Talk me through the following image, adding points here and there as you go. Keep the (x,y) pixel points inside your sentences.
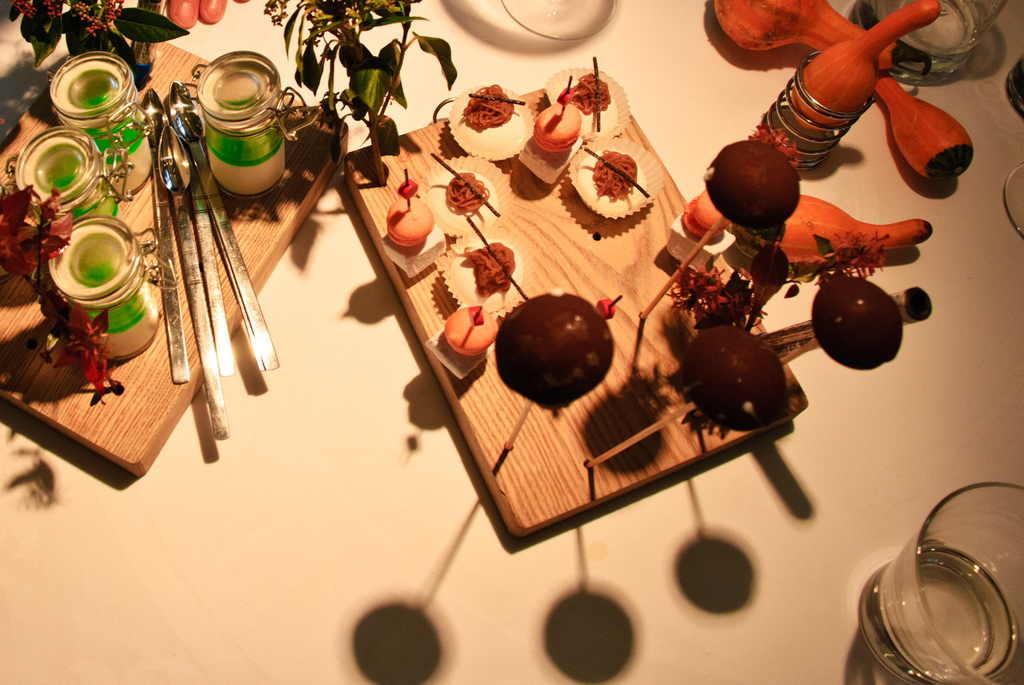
This looks like a table (281,463). I can see two wooden trays (493,368), a glass (911,557) and few other things (804,116) are placed on the table (458,508). These wooden trays (502,393) contain the small jars (263,135), spoons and food items (612,316) on it. I think this looks like a small plant (361,56).
